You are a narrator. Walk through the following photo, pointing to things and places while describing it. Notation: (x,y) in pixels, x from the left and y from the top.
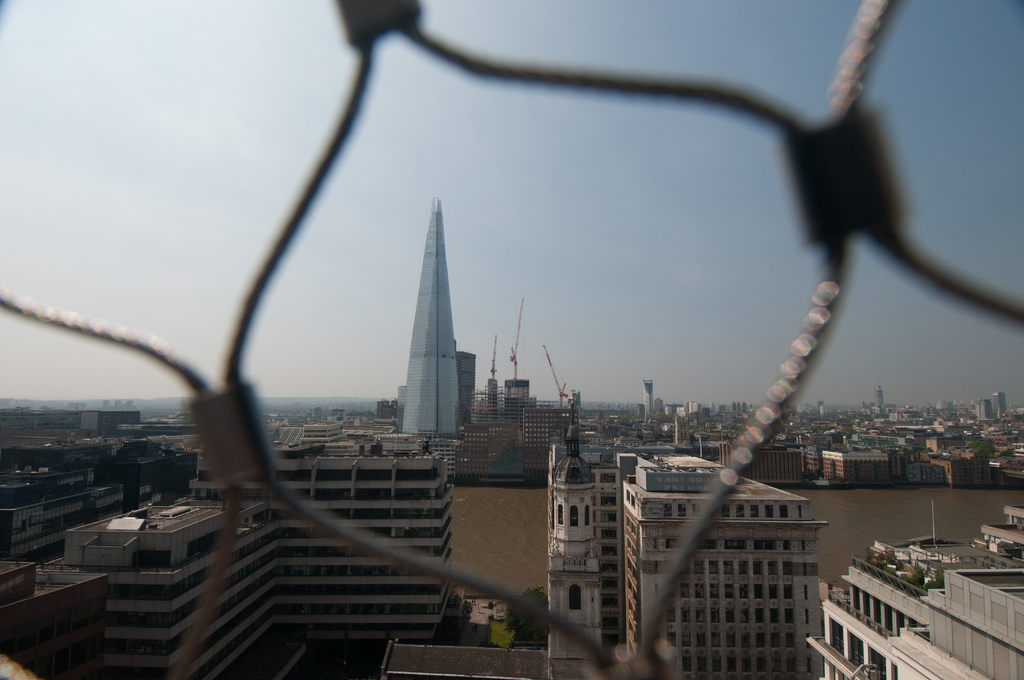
As we can see in the image there are buildings (395,513). On the top (151,125) there is sky (457,116).
